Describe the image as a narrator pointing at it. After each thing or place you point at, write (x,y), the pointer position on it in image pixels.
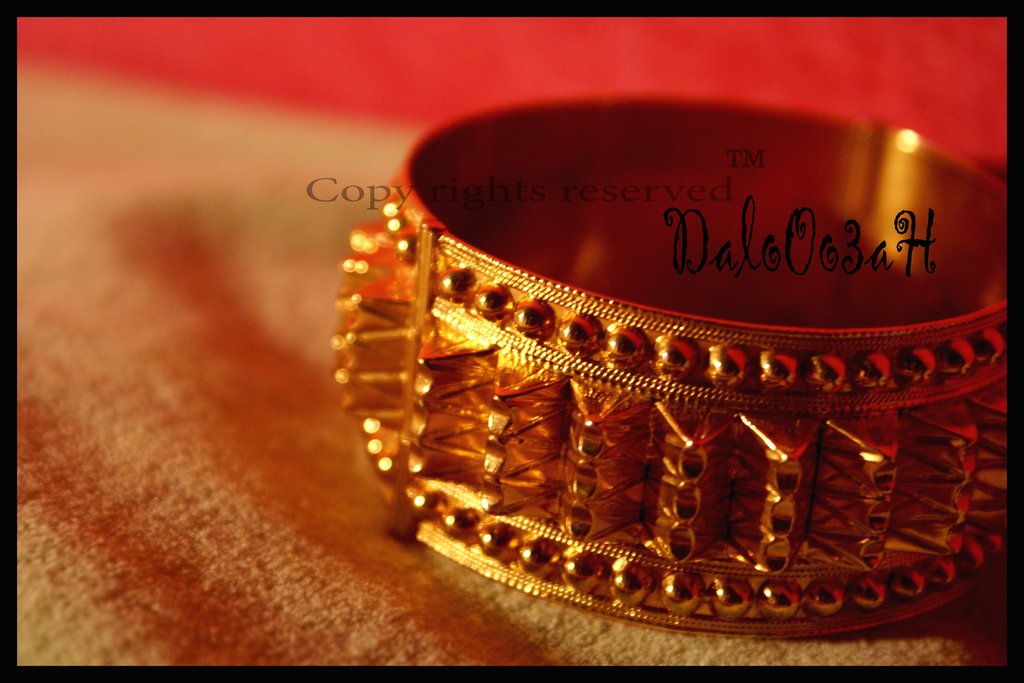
In this picture I can see there is a bangle (438,419) placed on a surface (310,548) and there is a watermark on the image.
